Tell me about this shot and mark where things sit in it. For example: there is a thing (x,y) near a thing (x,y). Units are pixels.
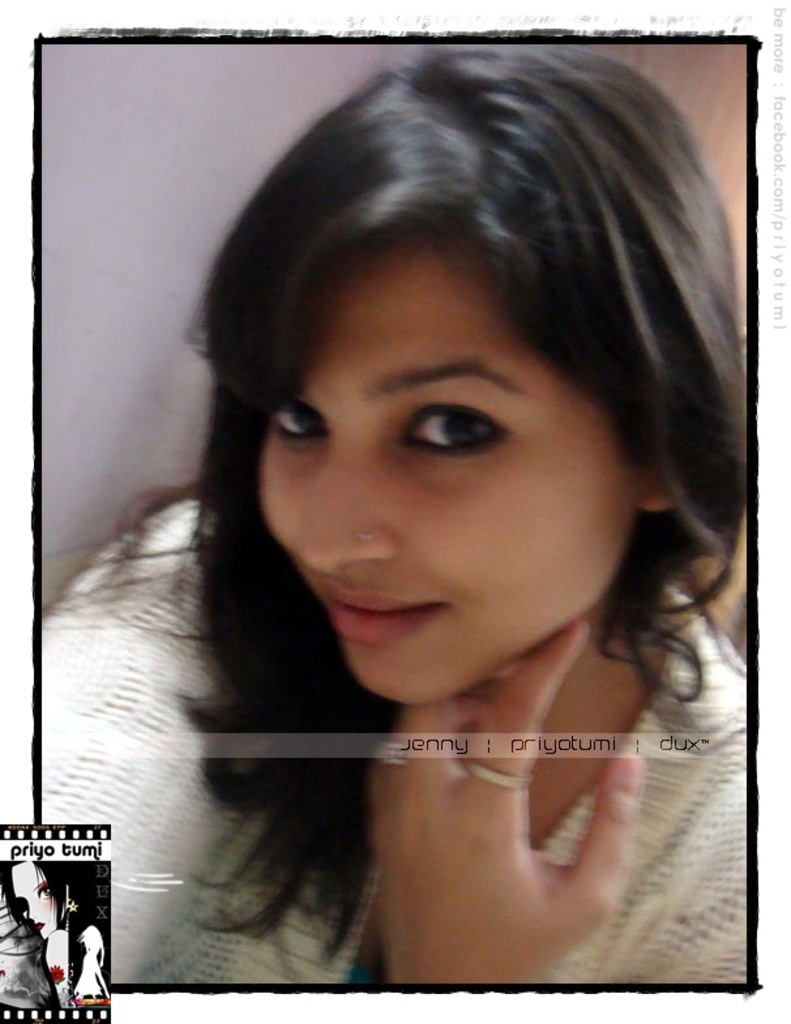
This is the woman (459,701) smiling. She wore a white color dress (659,850). I can see the watermarks (467,744) on the image. I think this is the wall (138,205).
